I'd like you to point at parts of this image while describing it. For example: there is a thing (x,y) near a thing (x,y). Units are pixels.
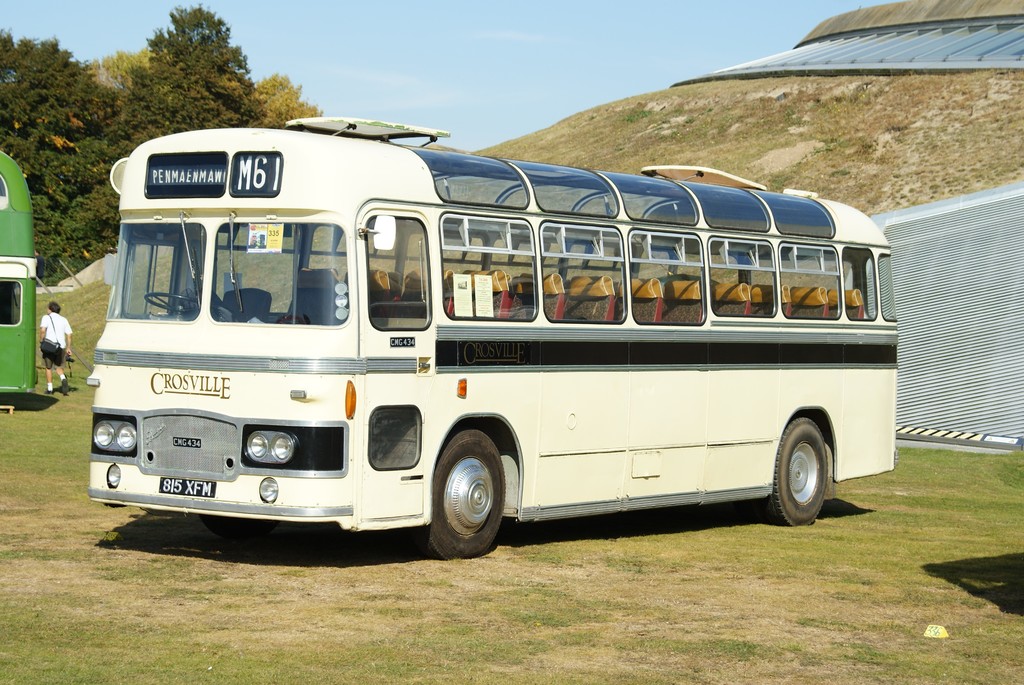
In this image I can see the vehicles (357,456) on the ground (684,605). These vehicles (573,443) are in cream and green color. To the left (50,326) I can see one person (50,385) wearing the white color dress (55,339) and bag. In the background (30,129) I can see mountain (590,159), trees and the blue sky (439,66).
